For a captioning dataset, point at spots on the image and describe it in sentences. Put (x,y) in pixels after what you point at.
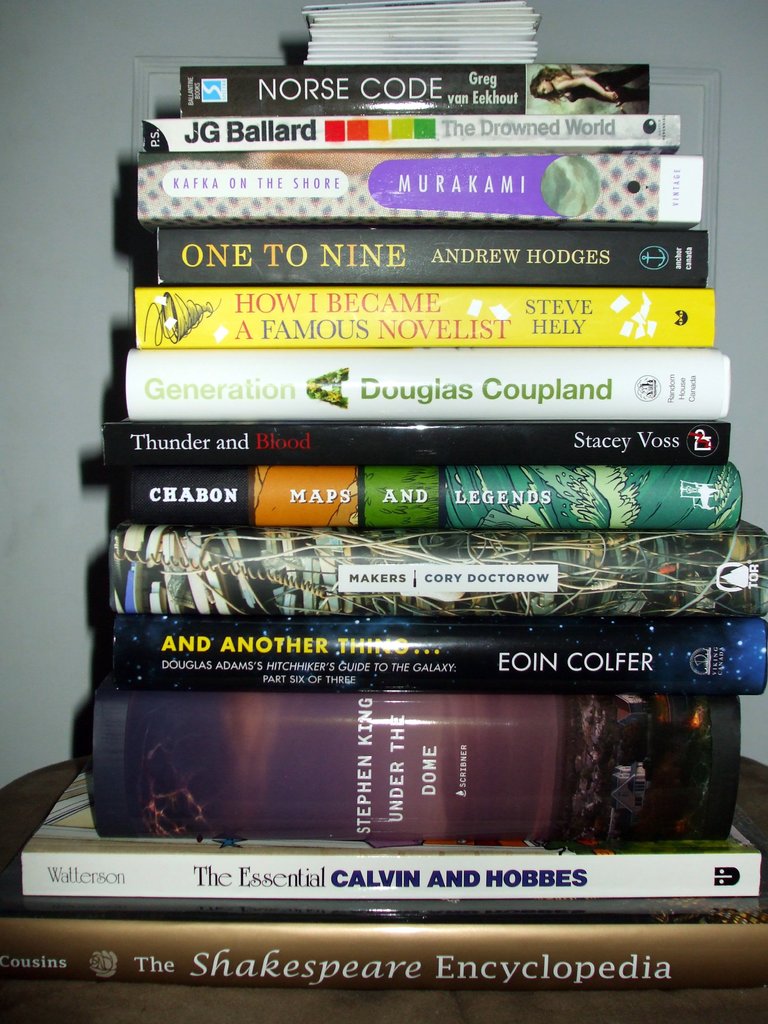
In this picture there are books (233,767) on the table (9,1008) and there is text (284,391) on the books (407,362) and there is a picture of a woman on the book (245,96). At the back (96,100) it looks like a wall (77,331).
